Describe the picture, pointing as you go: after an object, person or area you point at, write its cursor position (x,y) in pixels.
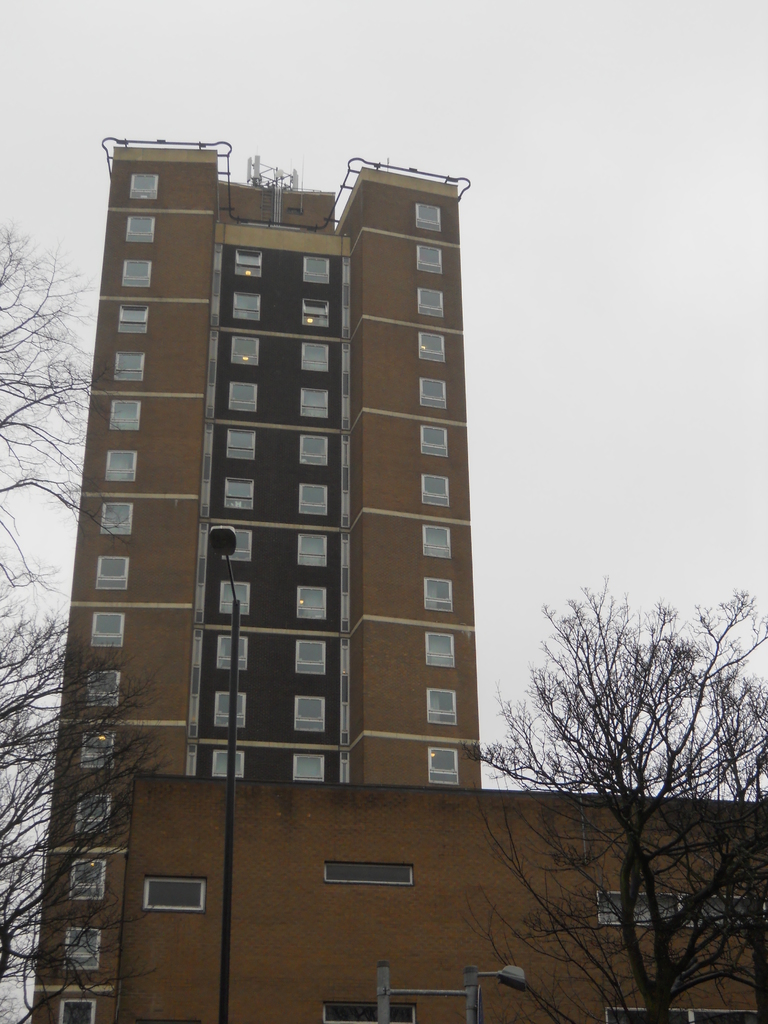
In the picture we can see a building (443,409) with some windows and glasses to it and besides, we can see some trees (78,858) and near to it, we can see a light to the pole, in the background (44,246) we can see a sky (412,152).
